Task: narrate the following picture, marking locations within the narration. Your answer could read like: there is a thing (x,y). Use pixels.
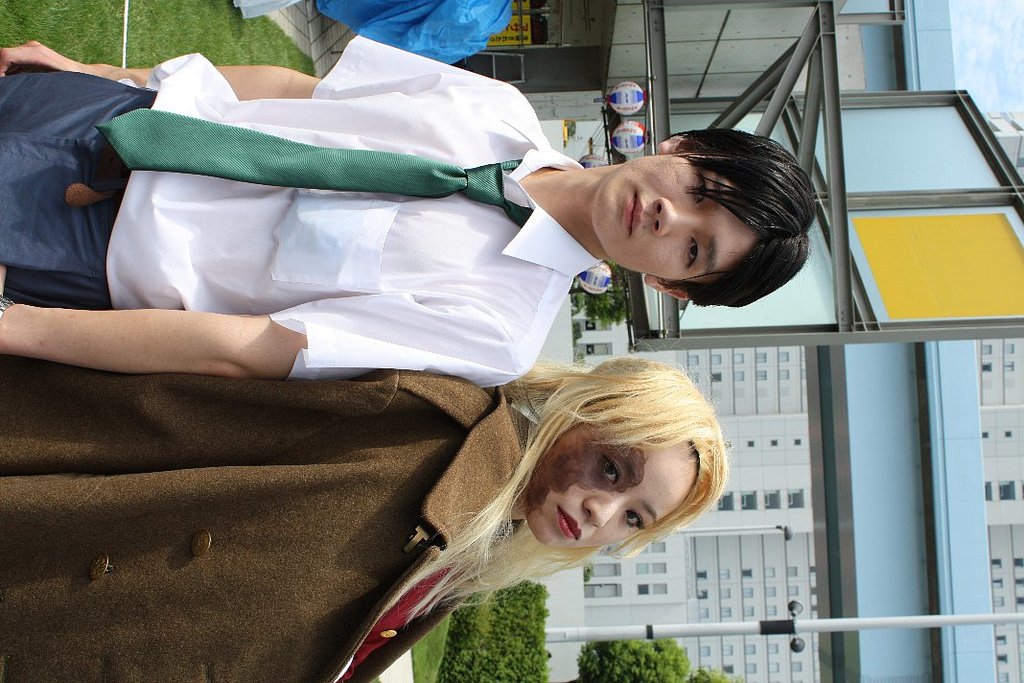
In this image I can see two persons (89,125) are standing. In the background (589,599) I can see grass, plants (518,639), buildings (702,29), metal rods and a pole (717,529). This image is taken during a day.
